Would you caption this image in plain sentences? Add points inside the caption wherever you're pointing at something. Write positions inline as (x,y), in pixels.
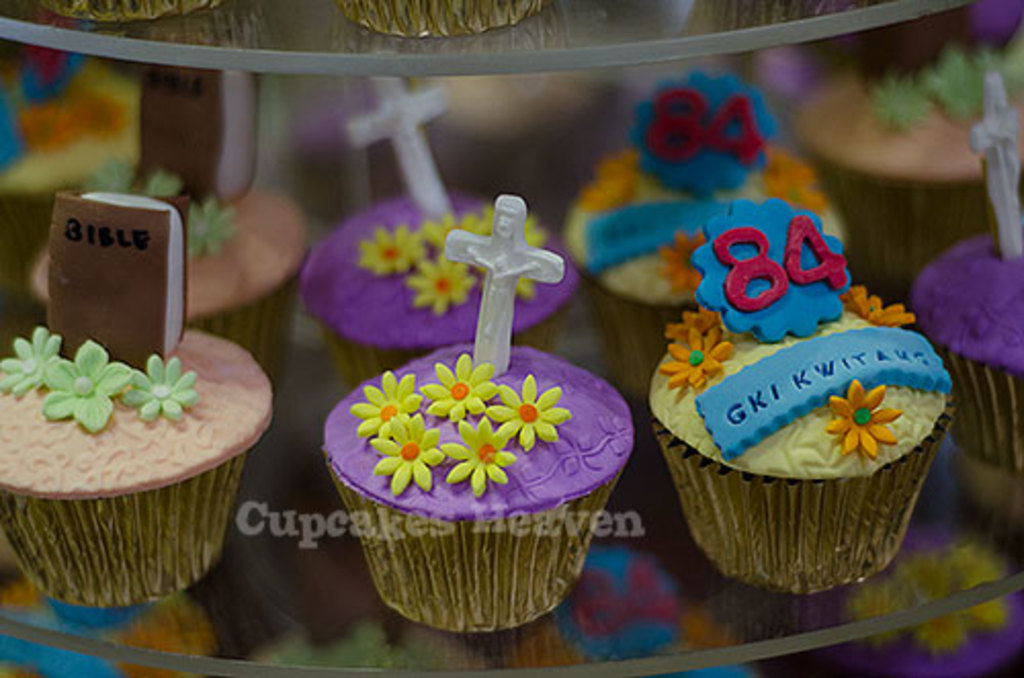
In this image, we can see some cupcakes (1017,436) and there is a book (127,327) on the cupcake (168,475) and there is a holy cross symbol (509,301) on the cupcake (505,398).
